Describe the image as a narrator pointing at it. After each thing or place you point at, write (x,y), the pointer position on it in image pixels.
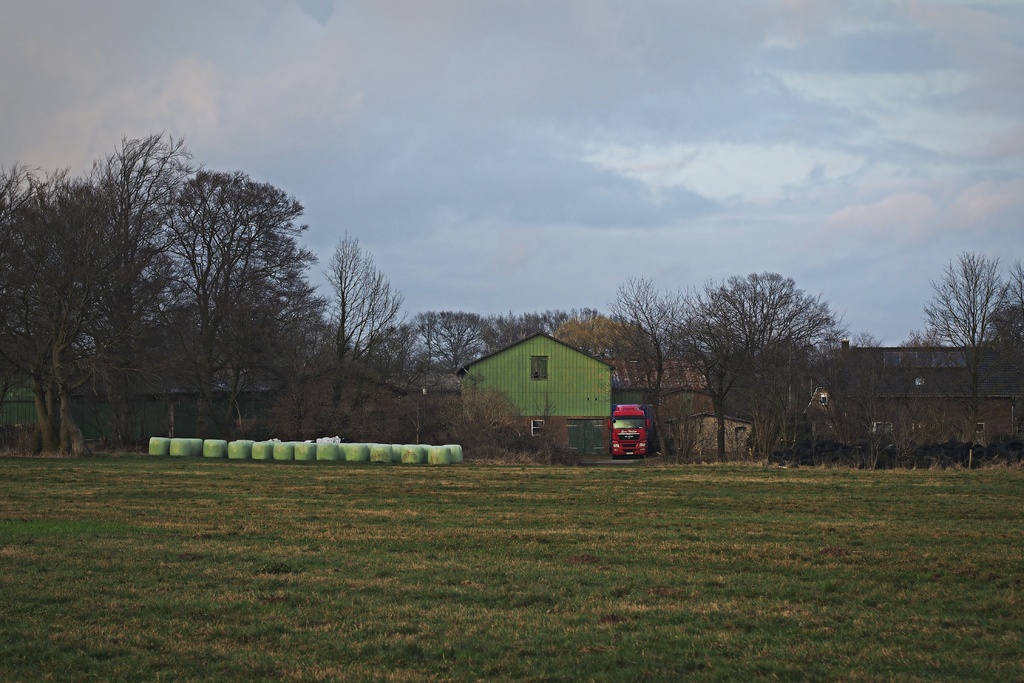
In this picture we can see the grass (623,567), vehicle (622,428), sheds (575,364), trees (158,336), wall (141,425), some objects (243,448) and in the background (746,127) we can see the sky (746,127) with clouds (304,176).
